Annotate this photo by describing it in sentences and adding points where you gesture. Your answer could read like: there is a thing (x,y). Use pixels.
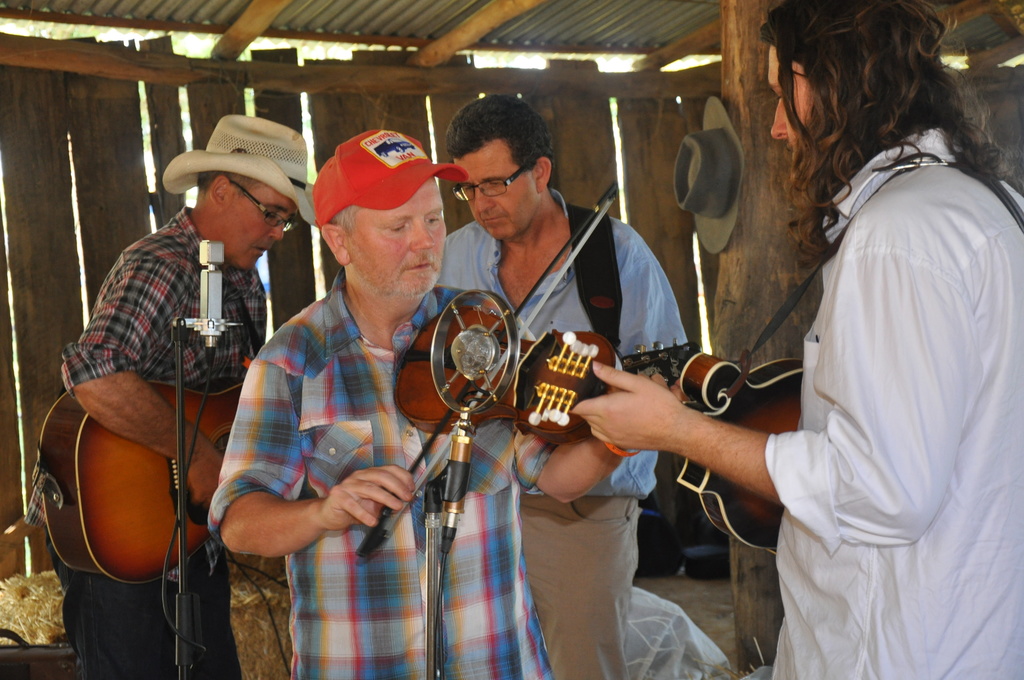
This is an inside view. Here I can see four men (868,317) wearing shirts (378,555), trousers (575,571), standing and playing some musical instruments (173,465). On the left side (178,504) there is a mike stand (193,319). At the back of these people (895,367) there is trunk (763,169) to which a cap (737,172) is attached.
